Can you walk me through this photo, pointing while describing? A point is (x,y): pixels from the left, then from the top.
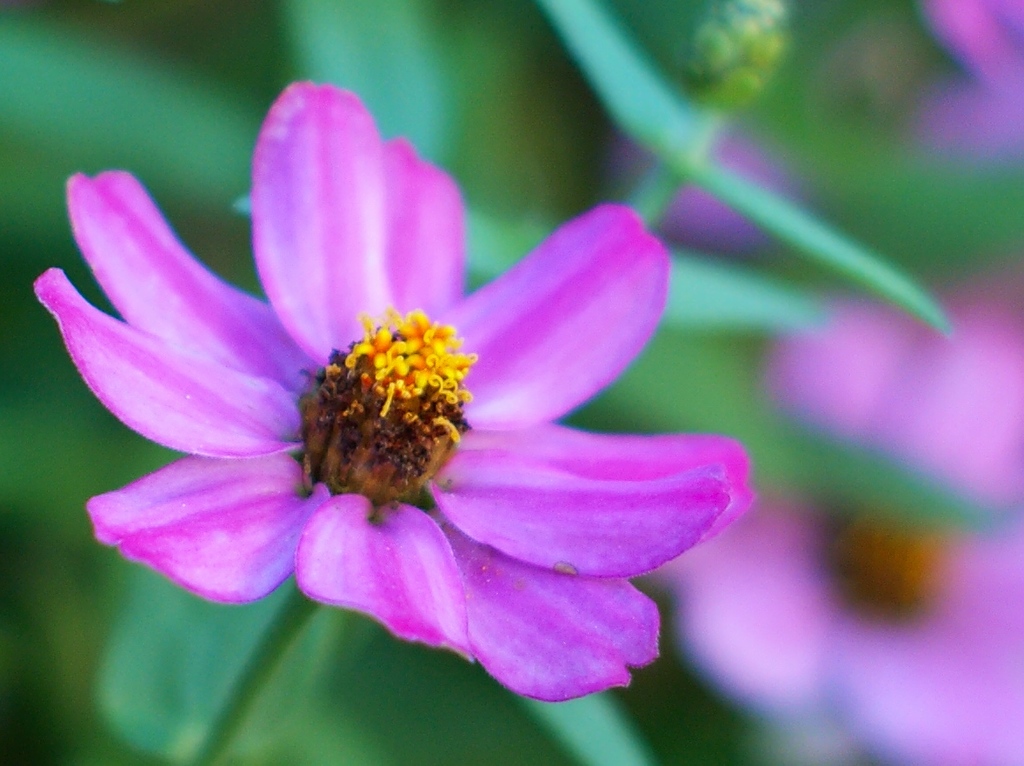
In this picture, we can see a flower (659,525) which is in pink and yellow color. In the background (224,197), we can also see leaves (842,270) which are in green color.
